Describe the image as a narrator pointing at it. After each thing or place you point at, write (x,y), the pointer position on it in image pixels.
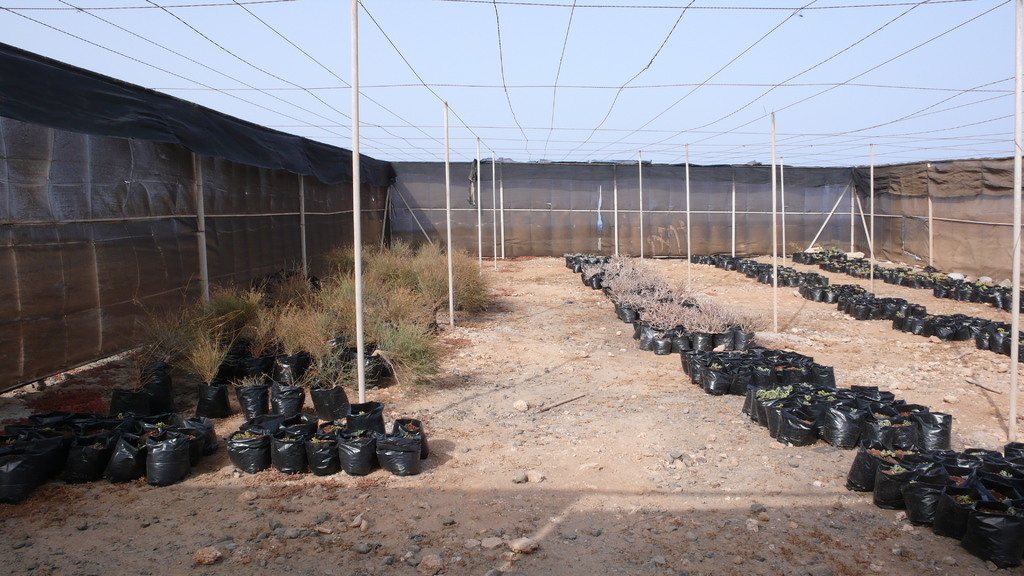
In the center of the image (670,320) we can see plants (670,320) placed in the poly bags (760,364). There are poles (356,80). At the top (787,156) there is sky (240,87) and we can see a fence (451,191).
